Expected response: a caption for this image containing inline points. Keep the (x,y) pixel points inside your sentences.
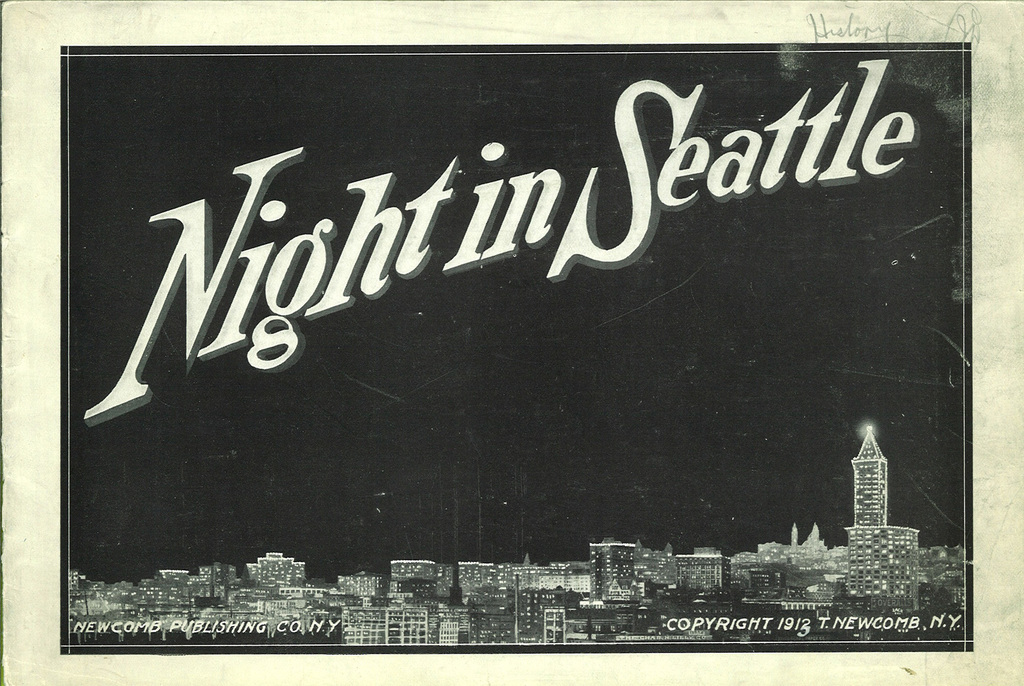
In this image, we can see a photo (98,94), in that photo (711,610) we can see some buildings (926,605), we can see NIGHT IN SEATTLE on the photo (439,449).
